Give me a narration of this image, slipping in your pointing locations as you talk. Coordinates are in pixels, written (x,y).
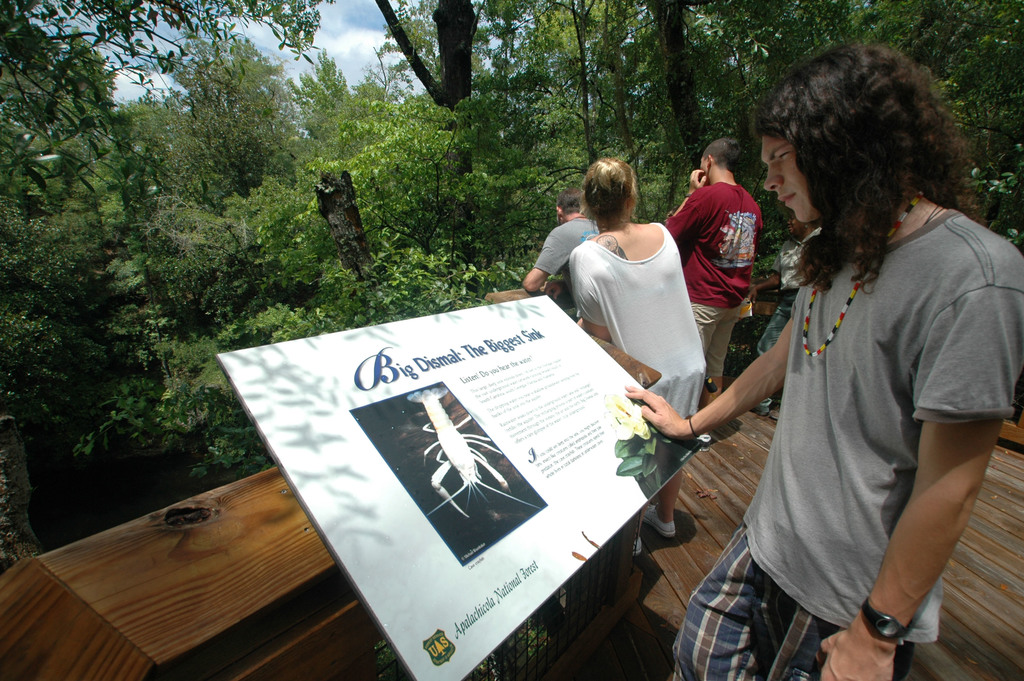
In-front of this person (878,280) there is an information board (438,464). Background (549,146) there are trees (536,136) and people (660,224). Sky (368,8) is cloudy.
